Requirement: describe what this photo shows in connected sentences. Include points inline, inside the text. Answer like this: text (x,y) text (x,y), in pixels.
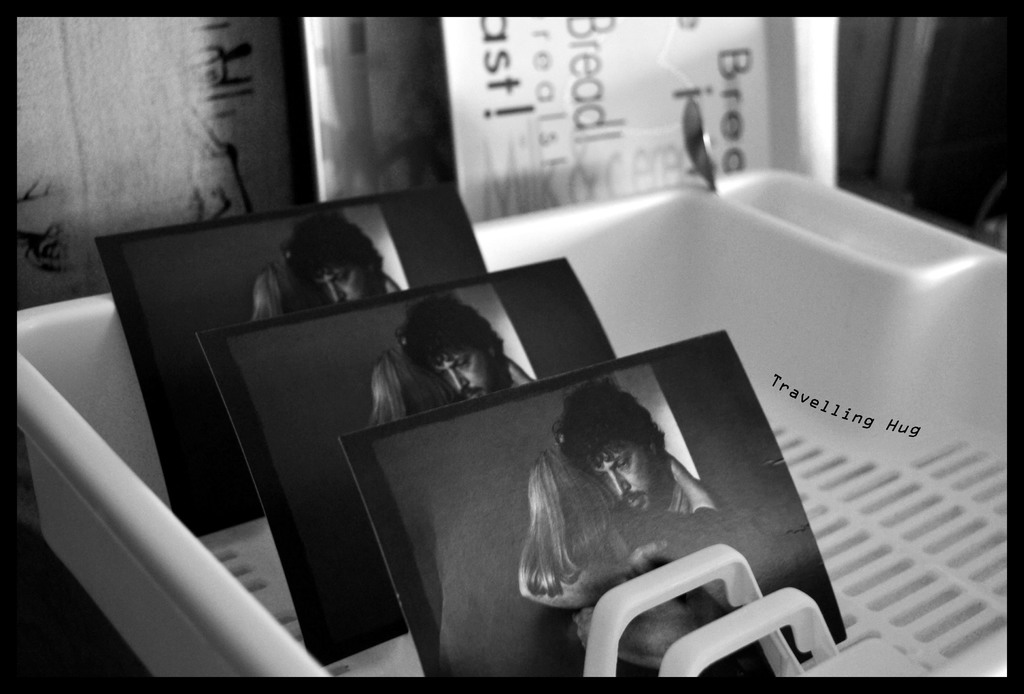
This picture is an edited picture. In this image these photos (562,552) in the tray (1006,597). There are two persons (703,599) in the photos (651,480). There is a text (796,386) on the tray (790,463). At the back (753,116) there are boards (504,146).
